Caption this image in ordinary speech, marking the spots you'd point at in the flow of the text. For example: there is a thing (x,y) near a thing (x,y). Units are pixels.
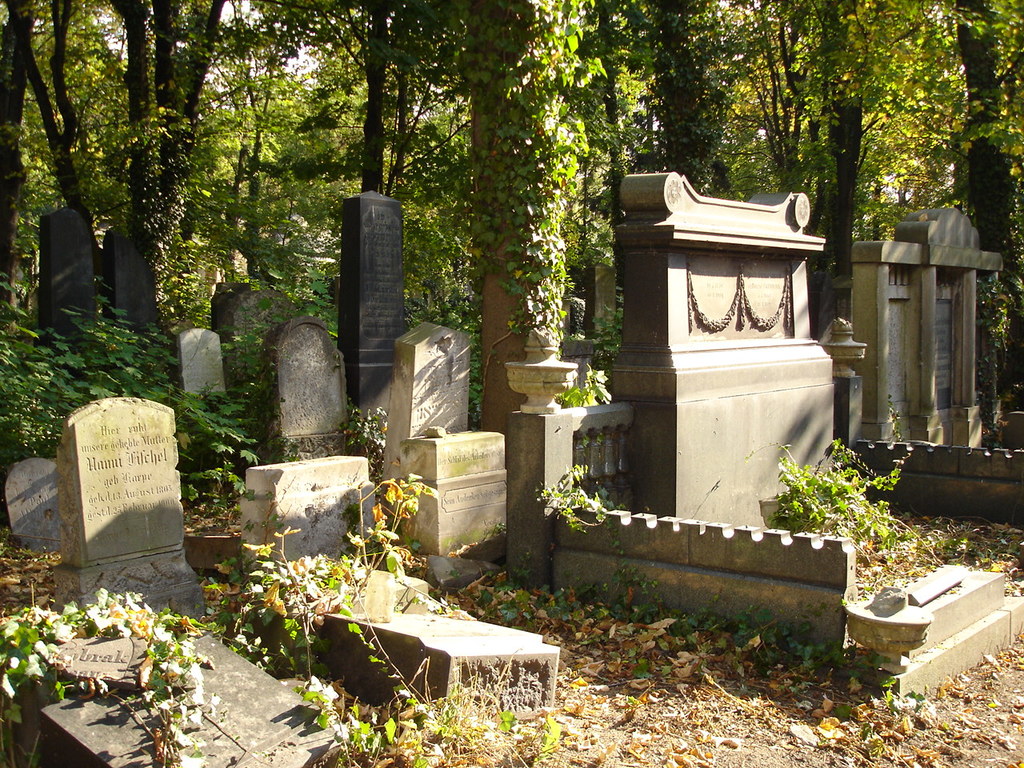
In this image I can see there is a graveyard (600,477) on the ground (763,704). And at the back (462,198) there are trees (473,170).
